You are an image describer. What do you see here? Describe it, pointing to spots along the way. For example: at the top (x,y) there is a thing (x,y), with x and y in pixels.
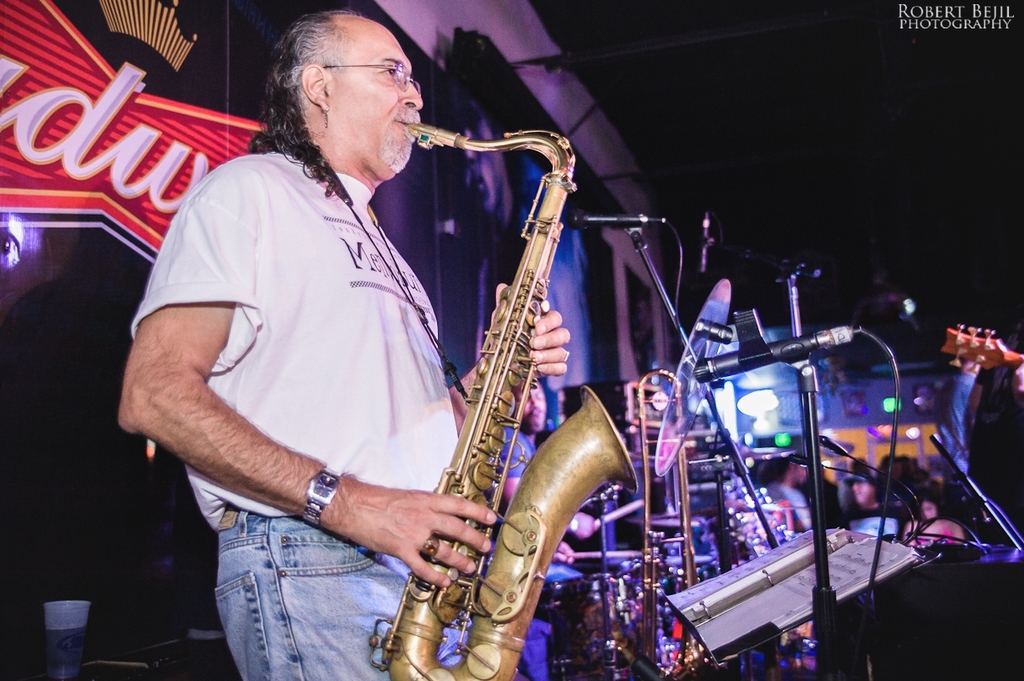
In this image I can see a person (169,292) holding a musical instrument (548,239) and in front of him I can see a mike (790,342) and background (837,91) is dark, on the left side (98,182) I can see colorful board (39,225) and glass (59,620) visible at the bottom (48,642). in the top right (944,24) there is a text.
